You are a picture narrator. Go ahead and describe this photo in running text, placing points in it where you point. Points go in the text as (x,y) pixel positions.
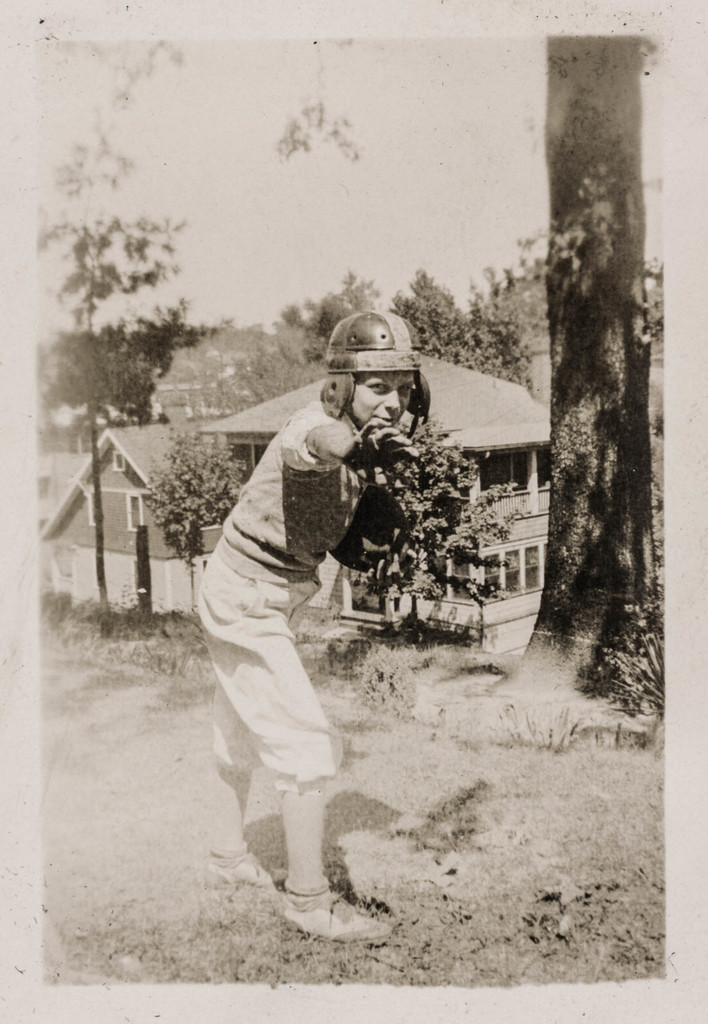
In the foreground of the image (346,548) we can see a boy (253,690) wearing helmet (407,364). In the middle of the image (237,351) we can see trees (232,361) and building (335,563). On the top of the image (372,160) we can see the sky (397,178). By seeing this image we can say it is a photograph.
